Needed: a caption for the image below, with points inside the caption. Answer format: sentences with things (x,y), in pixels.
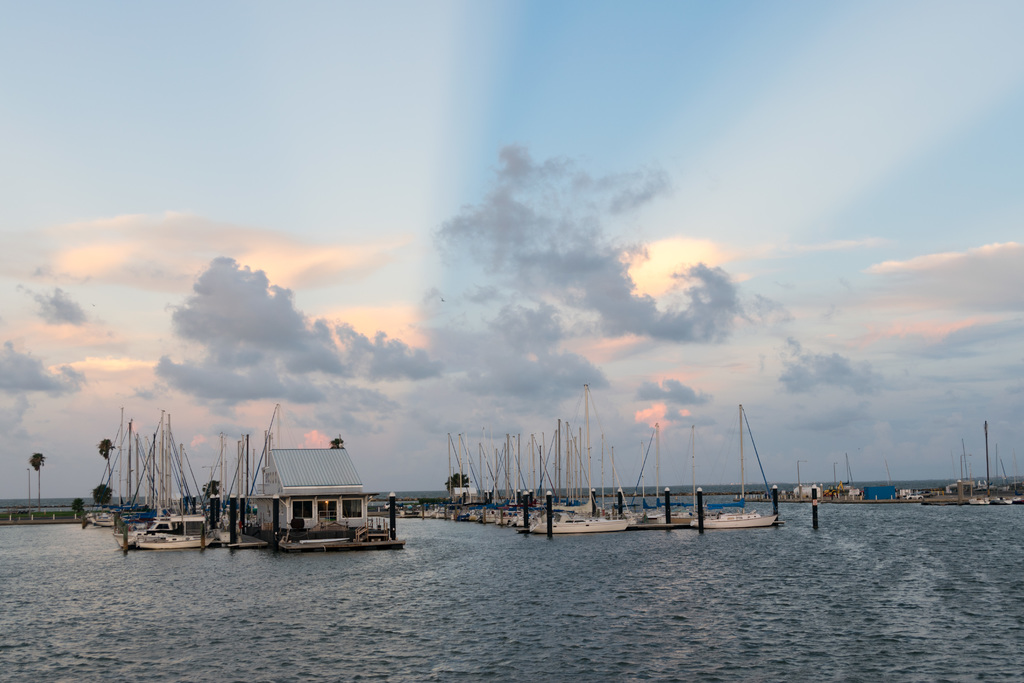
In this image we can see few boats (731,524), poles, trees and a house (276,488). In the foreground (433,570) we can see the water (792,523). At the top (509,136) we can see the sky (443,250).
